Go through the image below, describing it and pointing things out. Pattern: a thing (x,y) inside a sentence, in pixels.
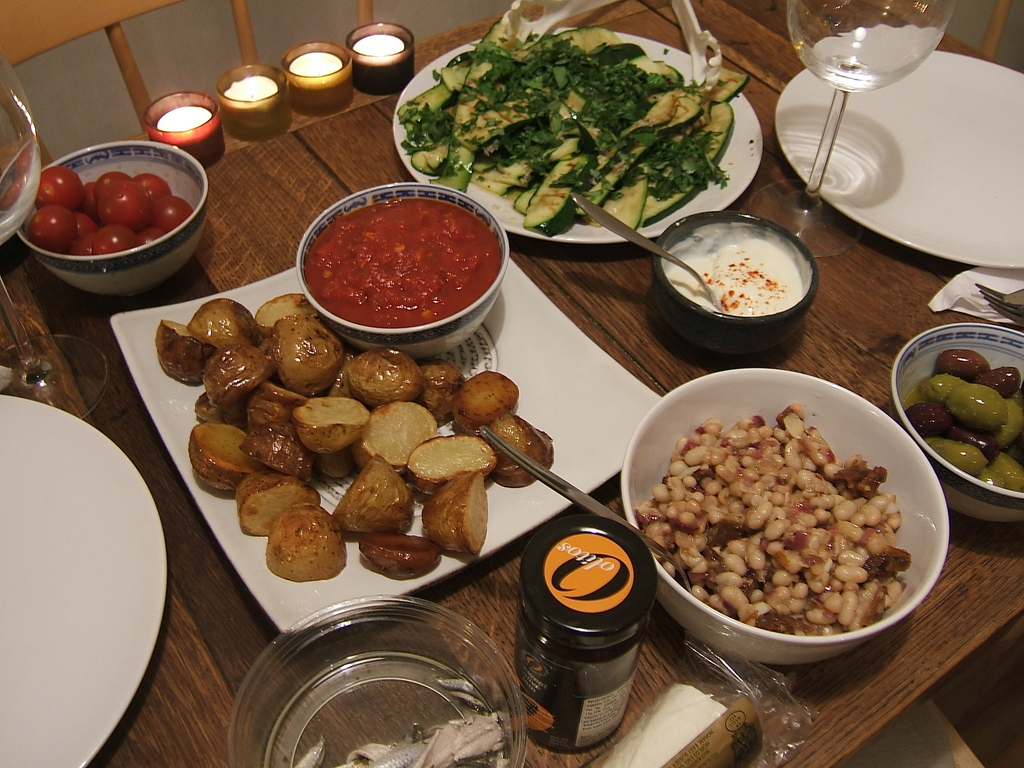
In this image I can see a table (394,153) on which plates (123,591), bowls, spoons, jars (644,588), glasses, candles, salad (570,128), cooked vegetables (416,402) and food items (482,448) are there. In the background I can see chairs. This image is taken may be in a room (66,117).
